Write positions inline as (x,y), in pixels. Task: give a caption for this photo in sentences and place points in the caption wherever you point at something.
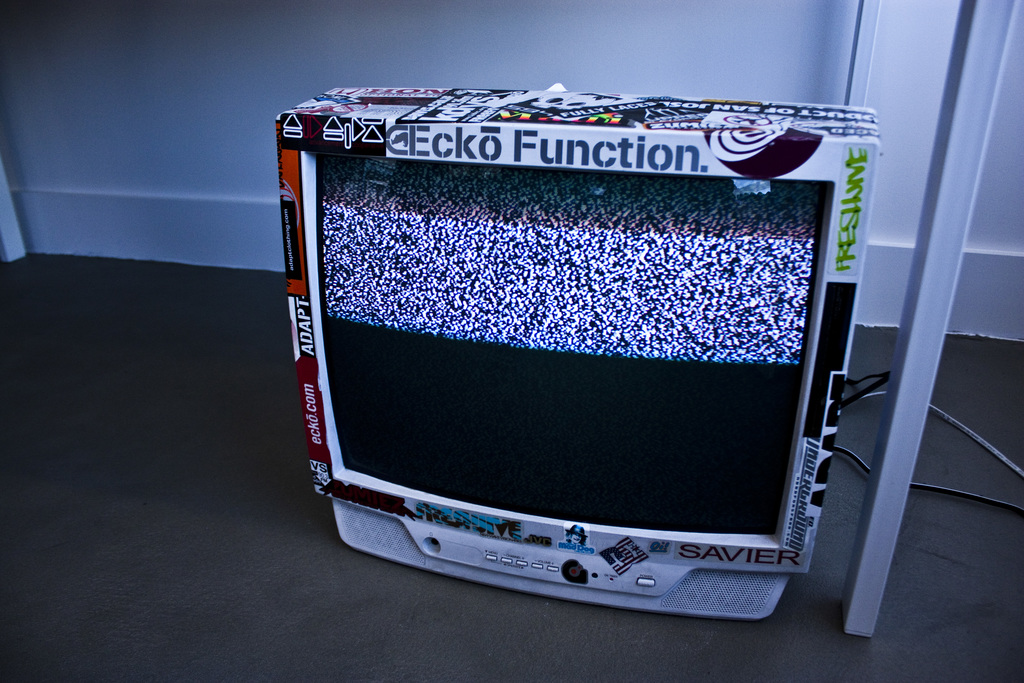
In this image in the center (645,445) there is a monitor (527,464) with some text (755,556) written on it. On the right side (927,230) there is a stand (927,290) which is white in colour and there are wires (853,404). In the background (368,61) there is a wall (388,57) which is white in colour.
